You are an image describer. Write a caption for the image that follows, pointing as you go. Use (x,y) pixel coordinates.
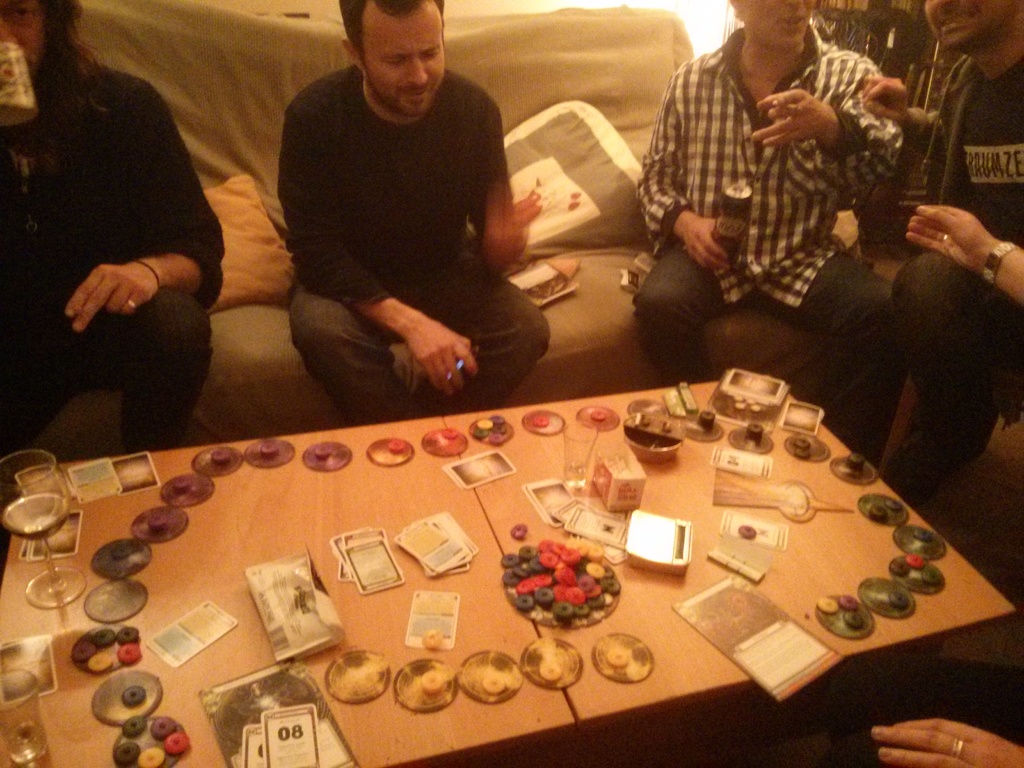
There are group of persons (805,207) sitting around the table (504,546) which has some objects (591,518) on it.
